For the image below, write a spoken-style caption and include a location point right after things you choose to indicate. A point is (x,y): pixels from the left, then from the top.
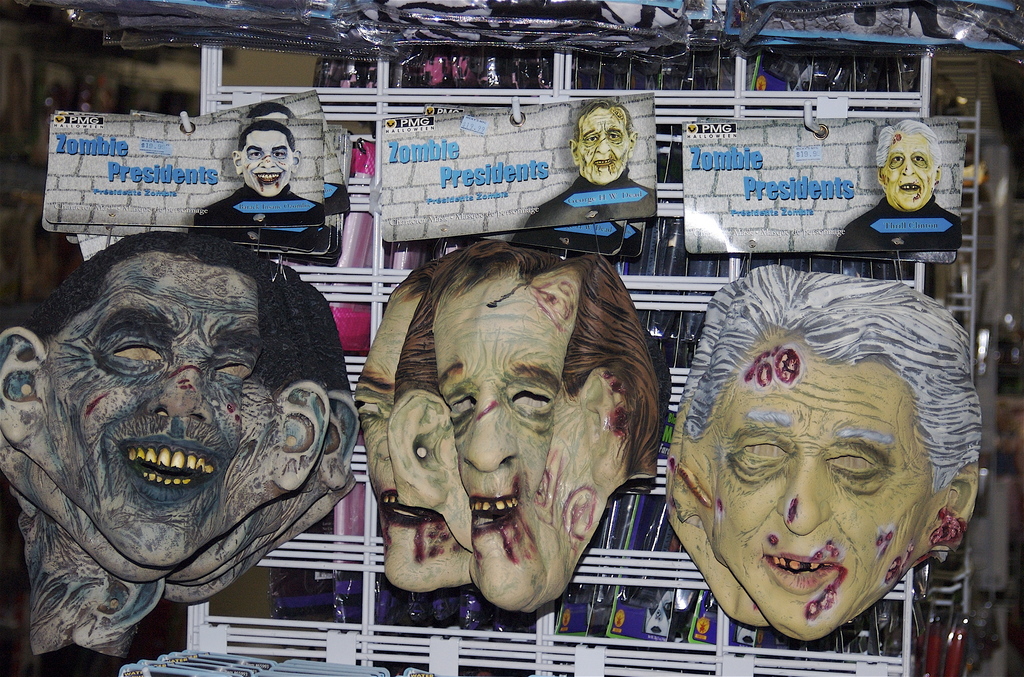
In this picture we can see masks (136,428) in the front (754,424), we can also see some cards (514,184), we can see some text (212,183) on these cards (697,156), in the background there are some things (441,243), we can see a blurry background (66,62).
